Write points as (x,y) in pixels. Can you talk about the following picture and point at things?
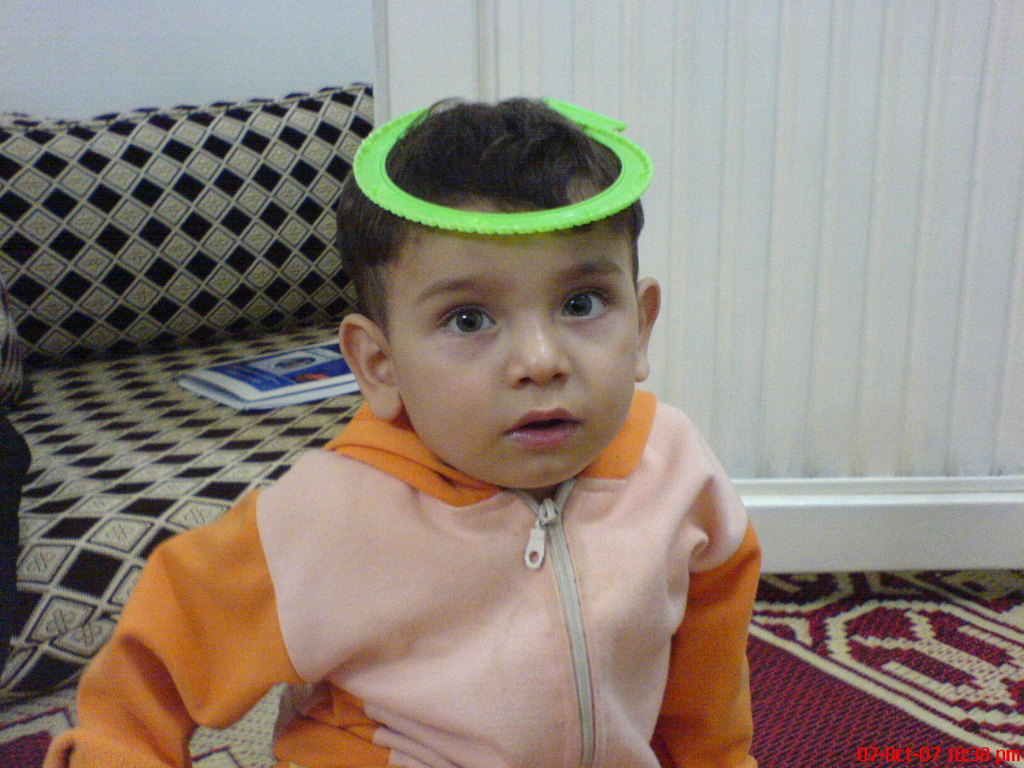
In this image there is a kid (589,658) sitting on the floor (801,685). There is a carpet (802,695) on the floor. There is an object (419,204) on the head (513,204) of the kid (527,161). Behind the kid (323,516) there is a couch (158,418). There is a book (253,390) on the couch (245,352). To the right (834,228) there is a door (715,79). In the top left (188,40) there is a wall (281,59). In the bottom right (921,756) there are date (909,753) and time (953,752) on the image.
